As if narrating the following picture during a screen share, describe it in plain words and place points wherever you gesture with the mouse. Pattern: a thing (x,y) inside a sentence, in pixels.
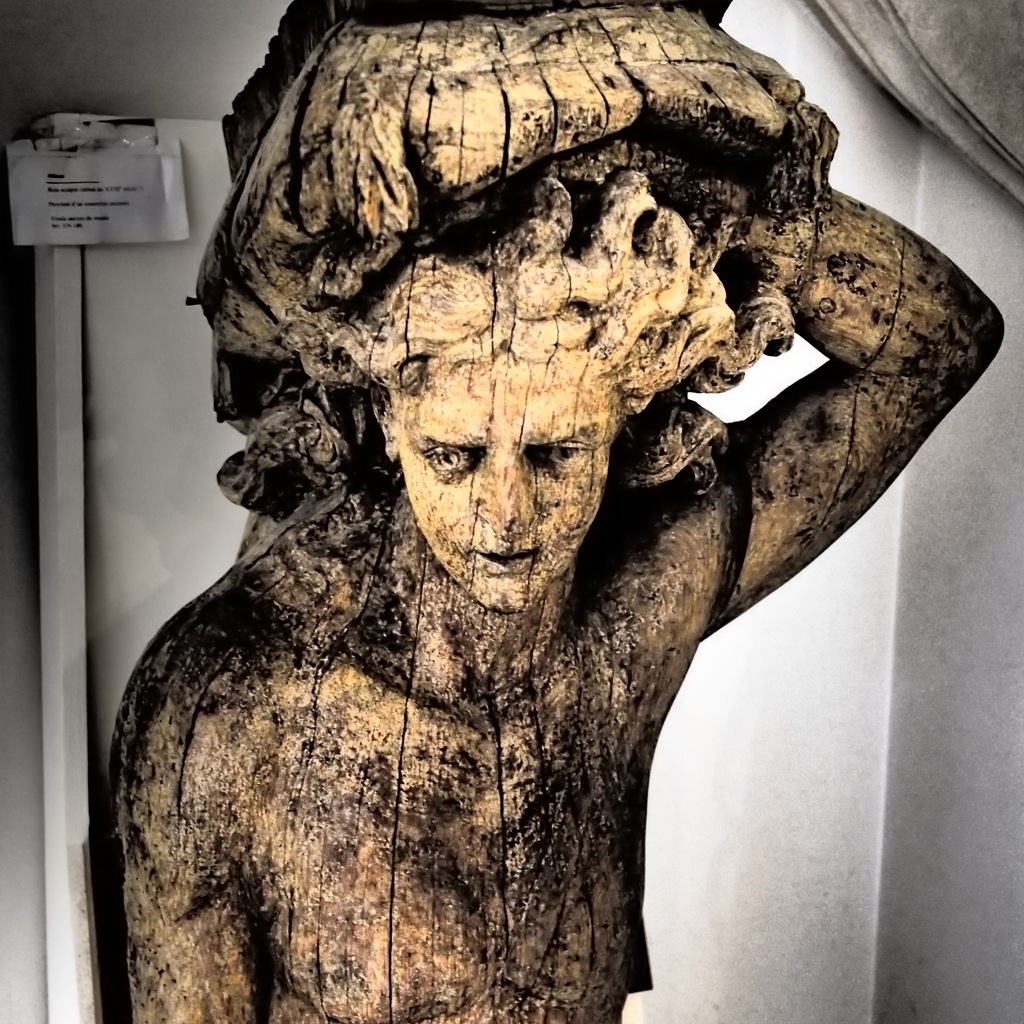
This picture shows statue of a man (625,348) lifting something and we see a white background (140,262) and a paper (55,228) fixed to the stand (49,745).
